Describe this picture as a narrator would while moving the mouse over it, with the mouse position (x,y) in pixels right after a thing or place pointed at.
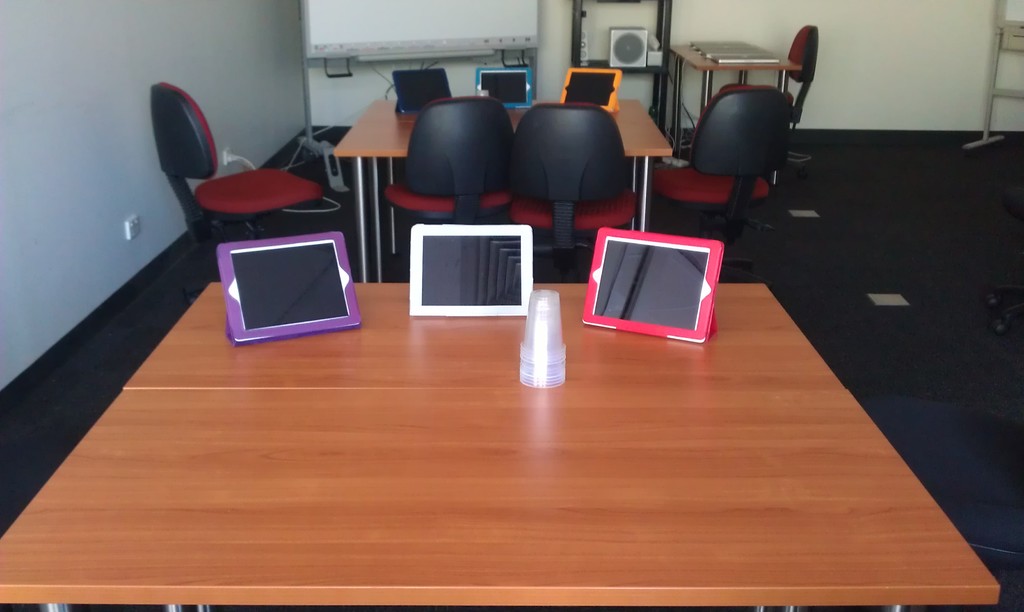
In this image I can see in the middle (524,224) there are Ipads (643,316) on the table (609,350). At the back side (731,150) there are chairs (602,175), at the top (424,17) it looks like a projector screen (422,36).
